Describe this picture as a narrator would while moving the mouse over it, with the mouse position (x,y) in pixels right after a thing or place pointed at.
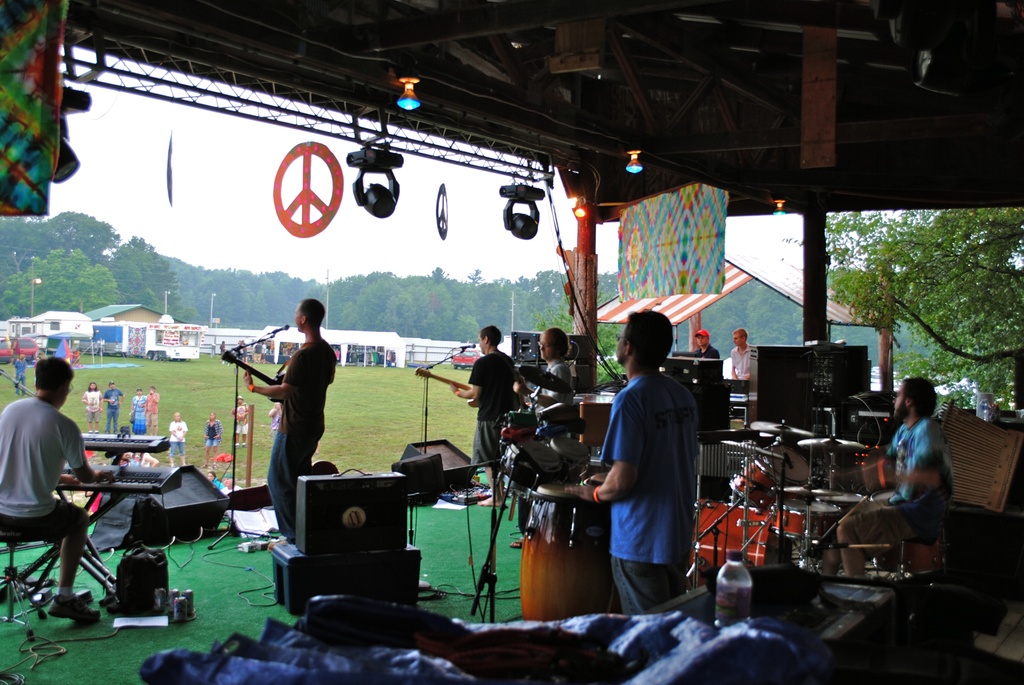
There are group people (618,507) here on the stage (520,511) performing by playing musical instruments (591,526). In front of them there are buildings (143,317), vehicles (29,356), children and people (108,397), trees (158,266), sky (196,221).
